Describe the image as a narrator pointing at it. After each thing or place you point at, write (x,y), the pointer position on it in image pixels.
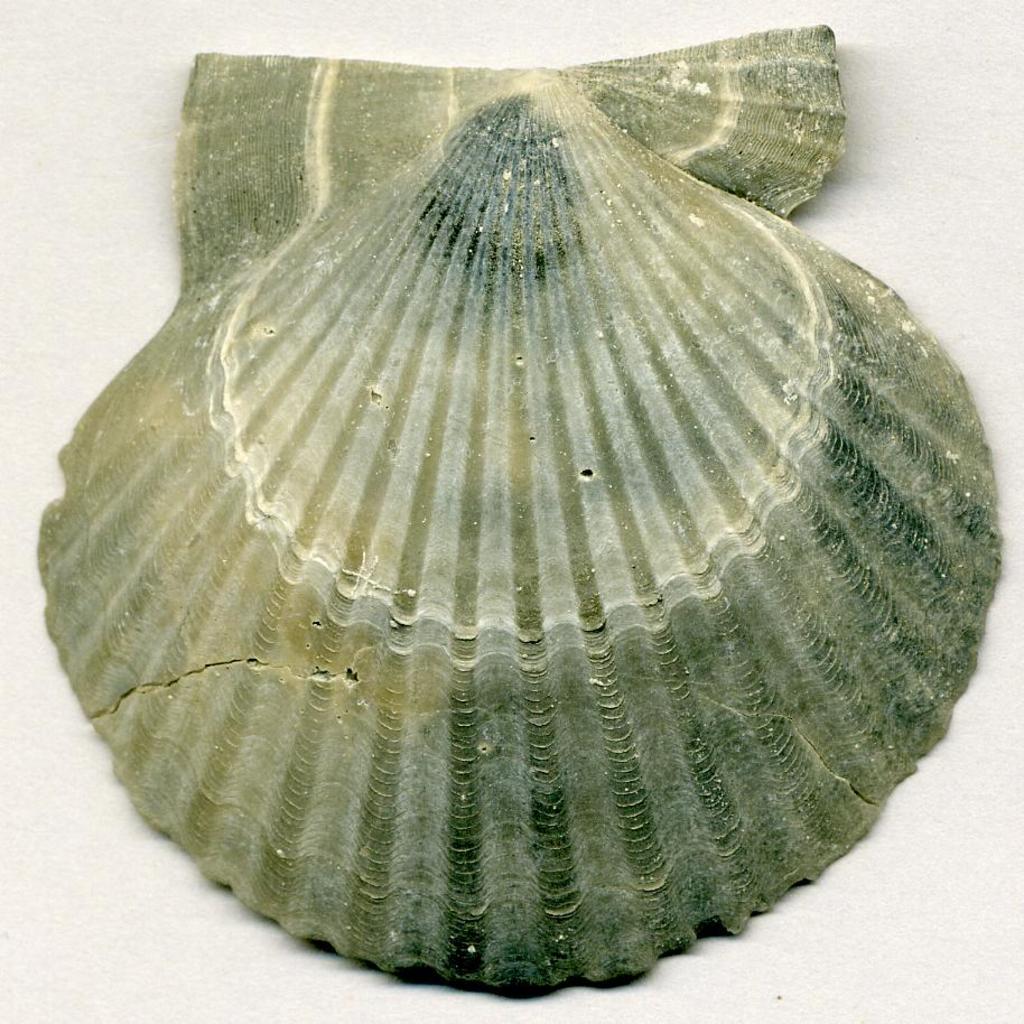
In this image in the center (517,519) there is an object (546,485) which is green in colour.
